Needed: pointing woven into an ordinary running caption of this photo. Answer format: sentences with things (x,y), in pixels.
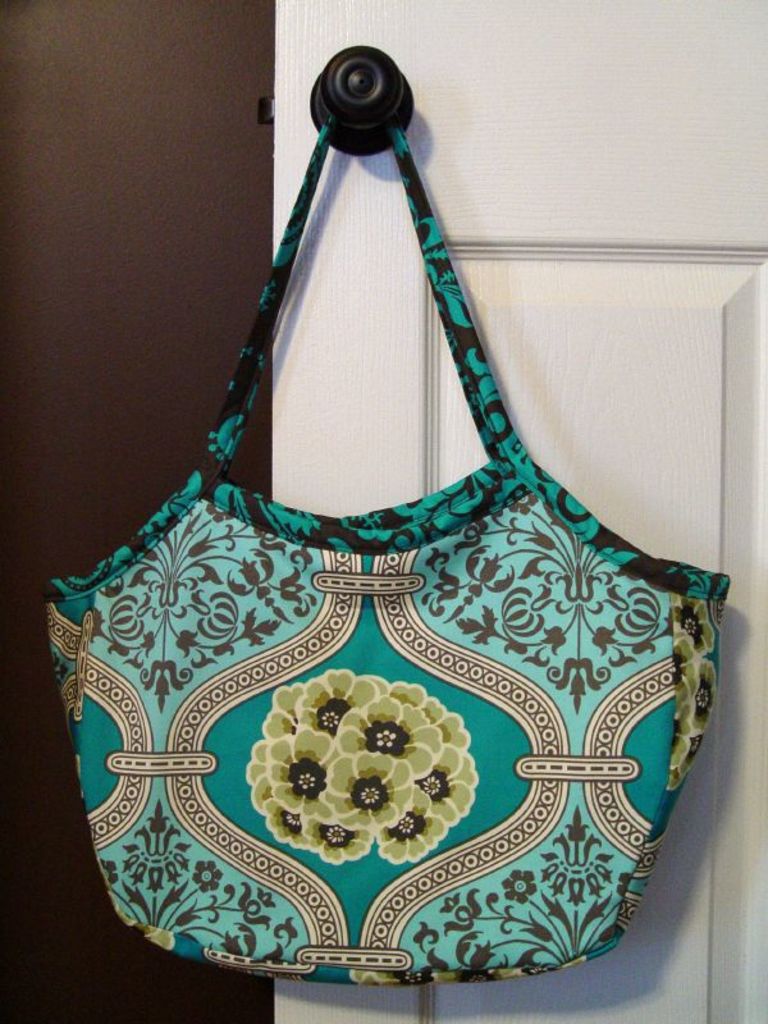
In this picture there is a handbag (64,701) and a door (538,433) with a handle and there is a wall (97,206) on to the left (102,493).
